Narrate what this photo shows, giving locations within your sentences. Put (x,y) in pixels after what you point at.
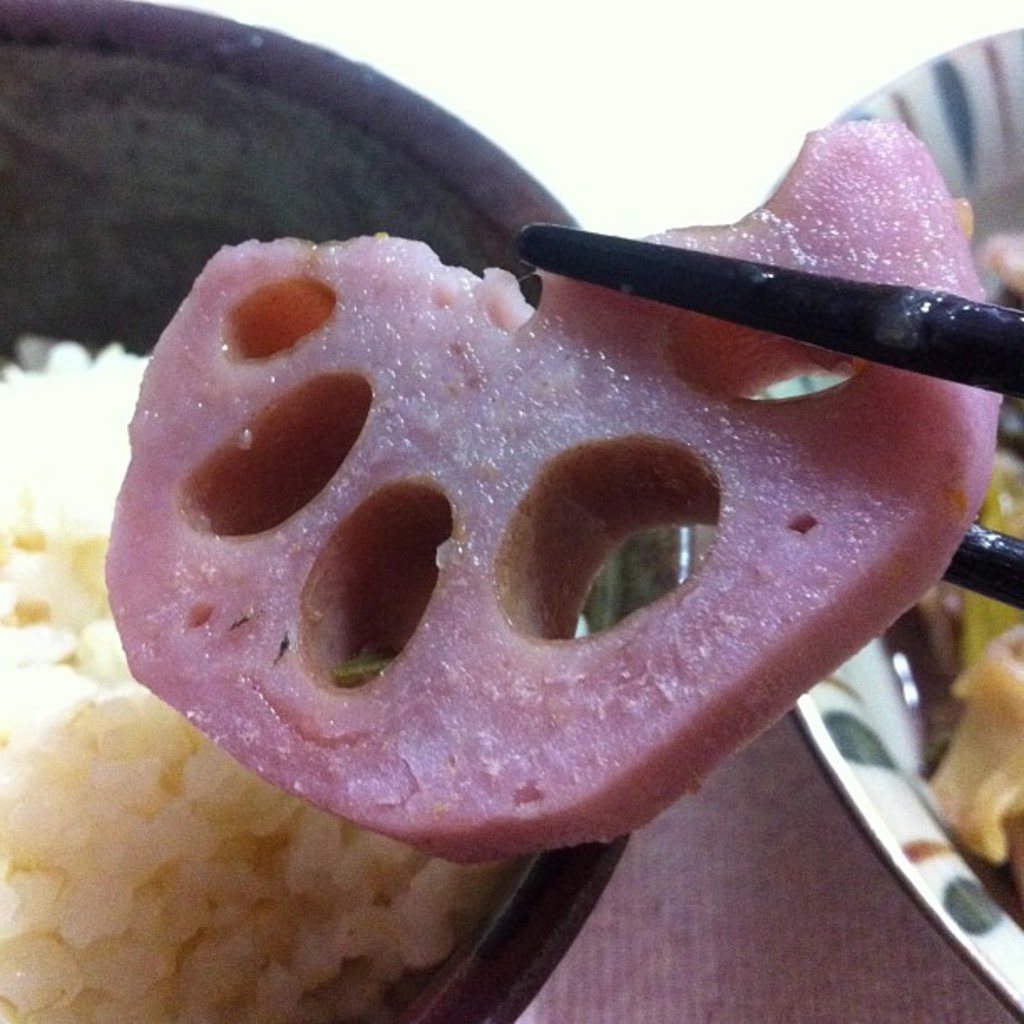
In this picture I can see food (58,956) in couple of bowls (813,729) and I can see couple of chopsticks (995,552) holding some food (560,583).
